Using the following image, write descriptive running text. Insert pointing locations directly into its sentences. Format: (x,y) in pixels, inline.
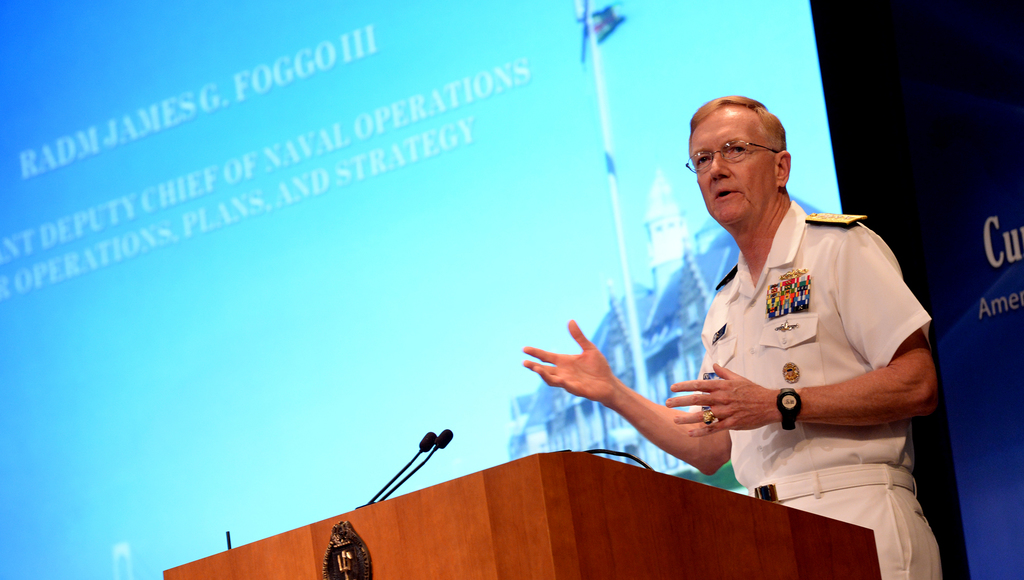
This image consists of a podium (463,543) at the bottom (575,543). There is a person (779,500) on the right side (709,169). There is a screen (326,235) behind him. There are mikes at the bottom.
